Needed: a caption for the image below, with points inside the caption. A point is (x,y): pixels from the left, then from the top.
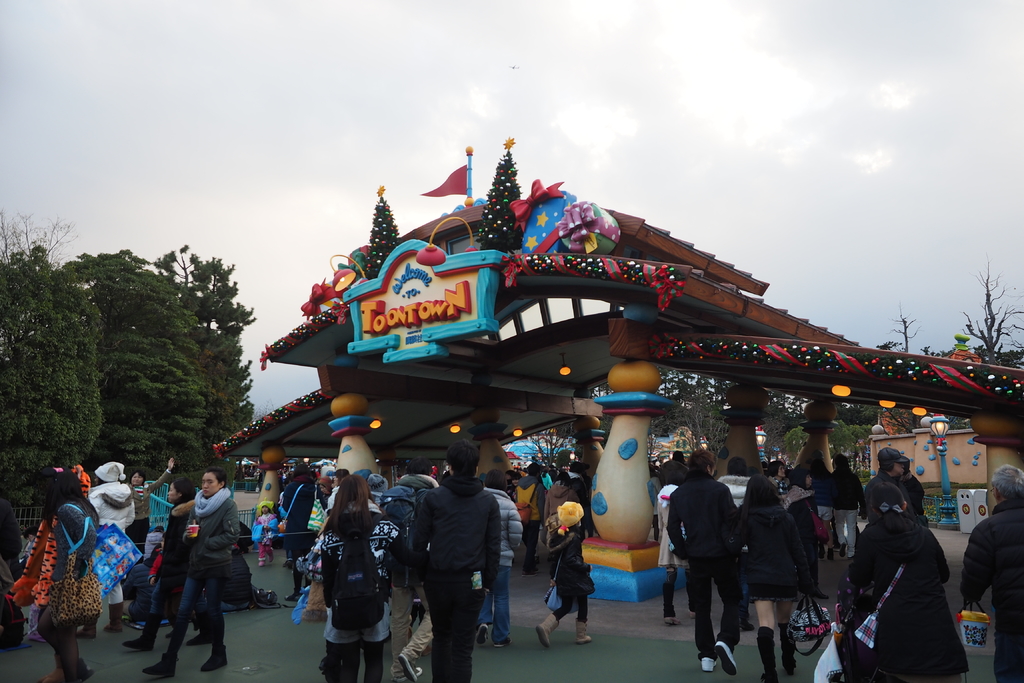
In this image I can see number of persons (377,571) are standing on the ground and few of them are sitting on the ground (253,613). In the background (356,430) I can see the arch (413,423) which is brown, red, pink, blue and green in color and I can see a flag (441,194) on the arch (579,260). I can see few trees (115,282), the wall (975,446) and the sky (755,141) in the background (696,112).
